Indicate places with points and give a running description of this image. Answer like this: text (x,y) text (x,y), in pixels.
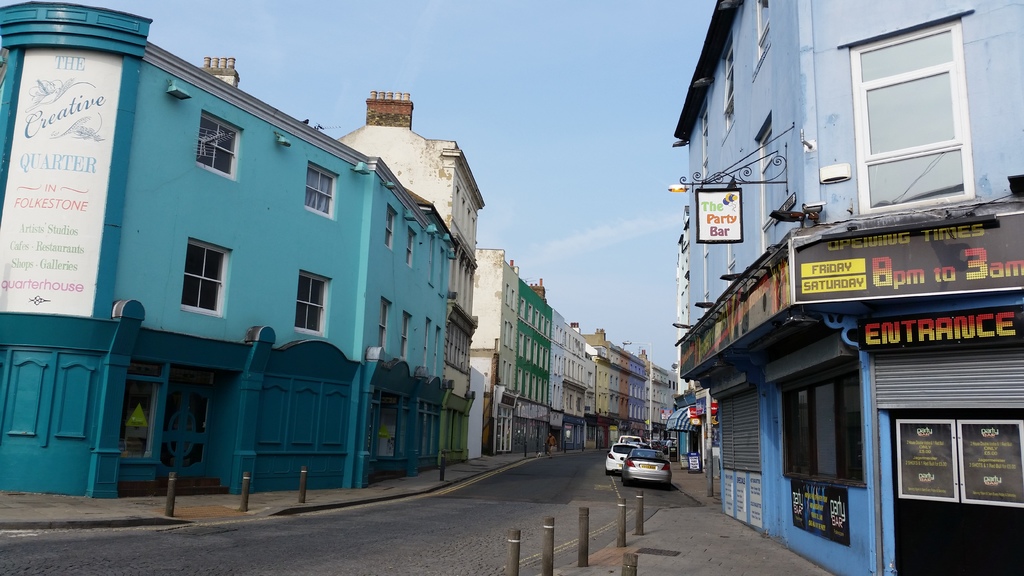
In this image I can see the road (495,510). On the road (563,499) there are many vehicles (616,468). To the side of the road (551,474) there are poles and many buildings (883,203). I can see the boards (683,349) to the buildings (439,251). In the background (486,121) I can see the sky (572,185).
